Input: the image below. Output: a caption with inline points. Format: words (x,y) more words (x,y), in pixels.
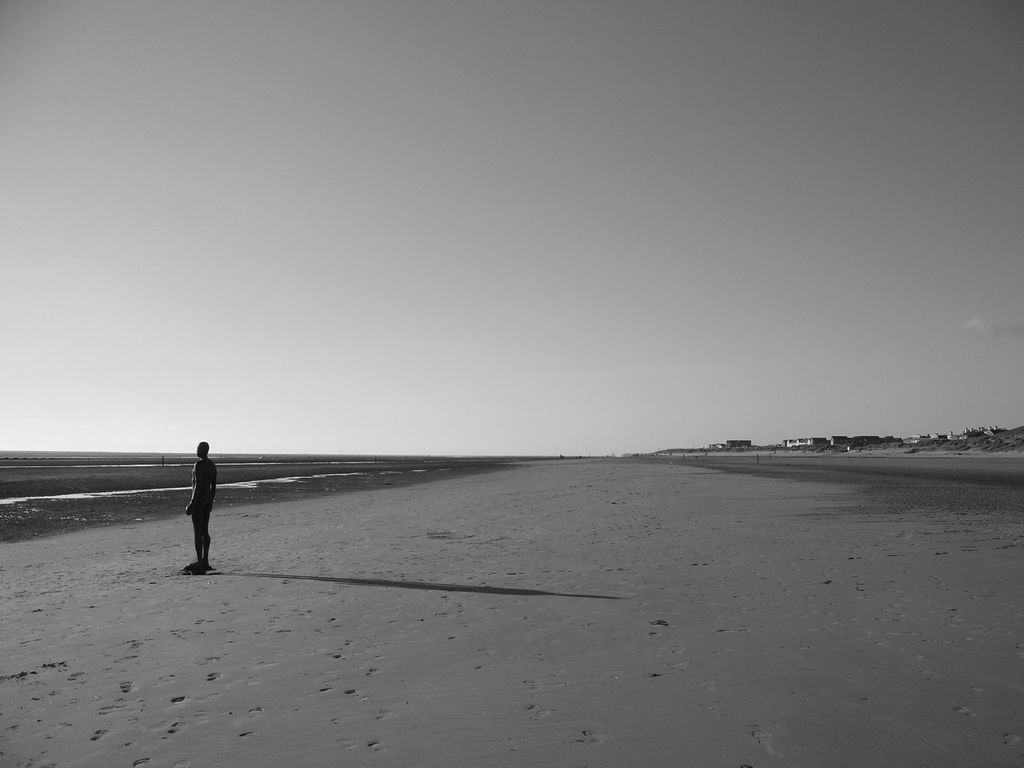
It is a black and white image. On the left side of the image (201,521), we can see a person (202,540) is standing on the sand (349,603). Background (780,362) we can see houses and sky (733,272).
